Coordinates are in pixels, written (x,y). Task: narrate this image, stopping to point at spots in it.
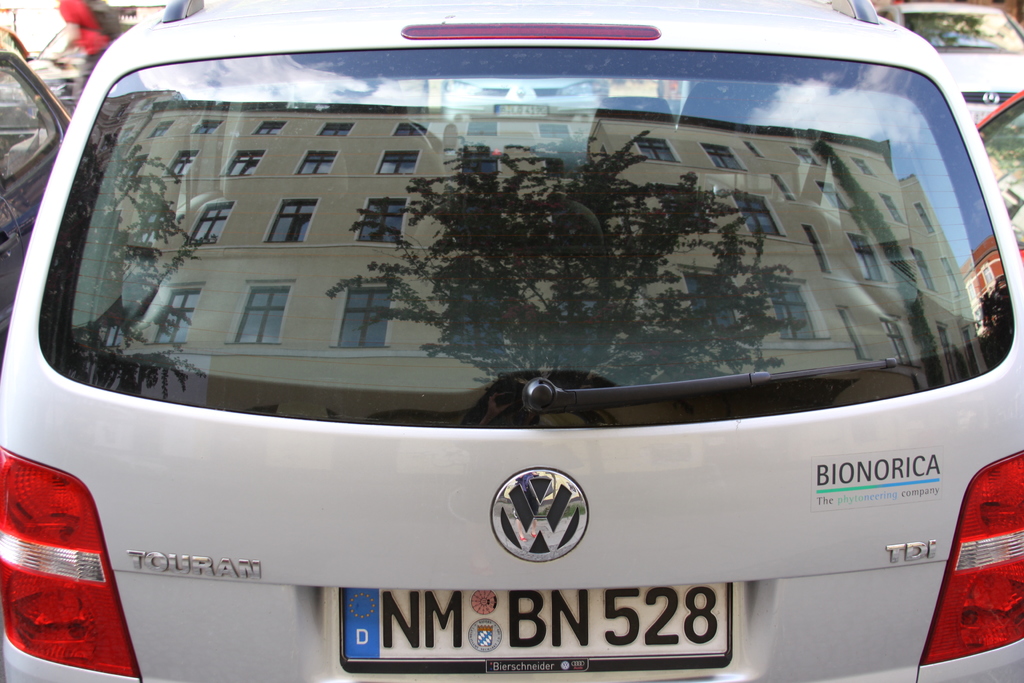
In this image, we can see back view of a car (931,329). At the top (408,201), we can see a glass window (489,344). In the glass window (638,318), we can see buildings (778,314) and trees (656,255).
